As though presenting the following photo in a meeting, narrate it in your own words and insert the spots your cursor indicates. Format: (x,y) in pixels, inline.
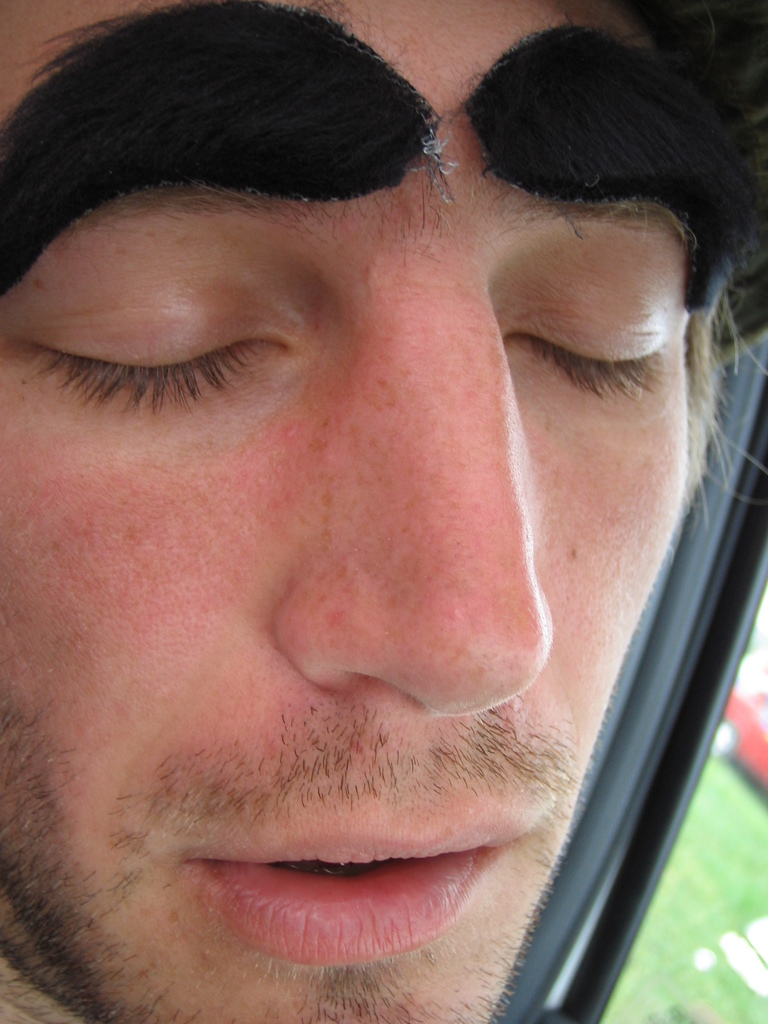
As we can see in the image there is a man face (296,469) and grass (696,924).
